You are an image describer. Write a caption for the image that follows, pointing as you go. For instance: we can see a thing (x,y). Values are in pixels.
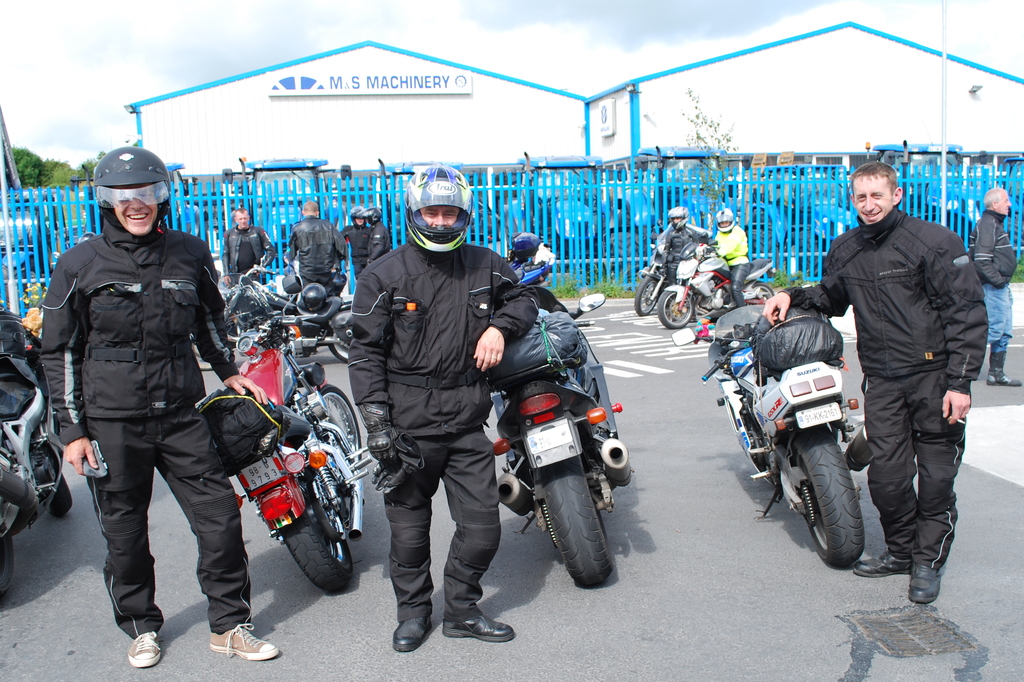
In this picture we can see three men (957,306) where two wore helmets (132,170) and standing and they are smiling and beside to them we have bikes (534,373) and in background (311,209) we can see some more persons (258,258) riding bike (664,300) on road (601,309), fence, houses (299,74), sky (283,61) with clouds (170,51), trees (40,184).
